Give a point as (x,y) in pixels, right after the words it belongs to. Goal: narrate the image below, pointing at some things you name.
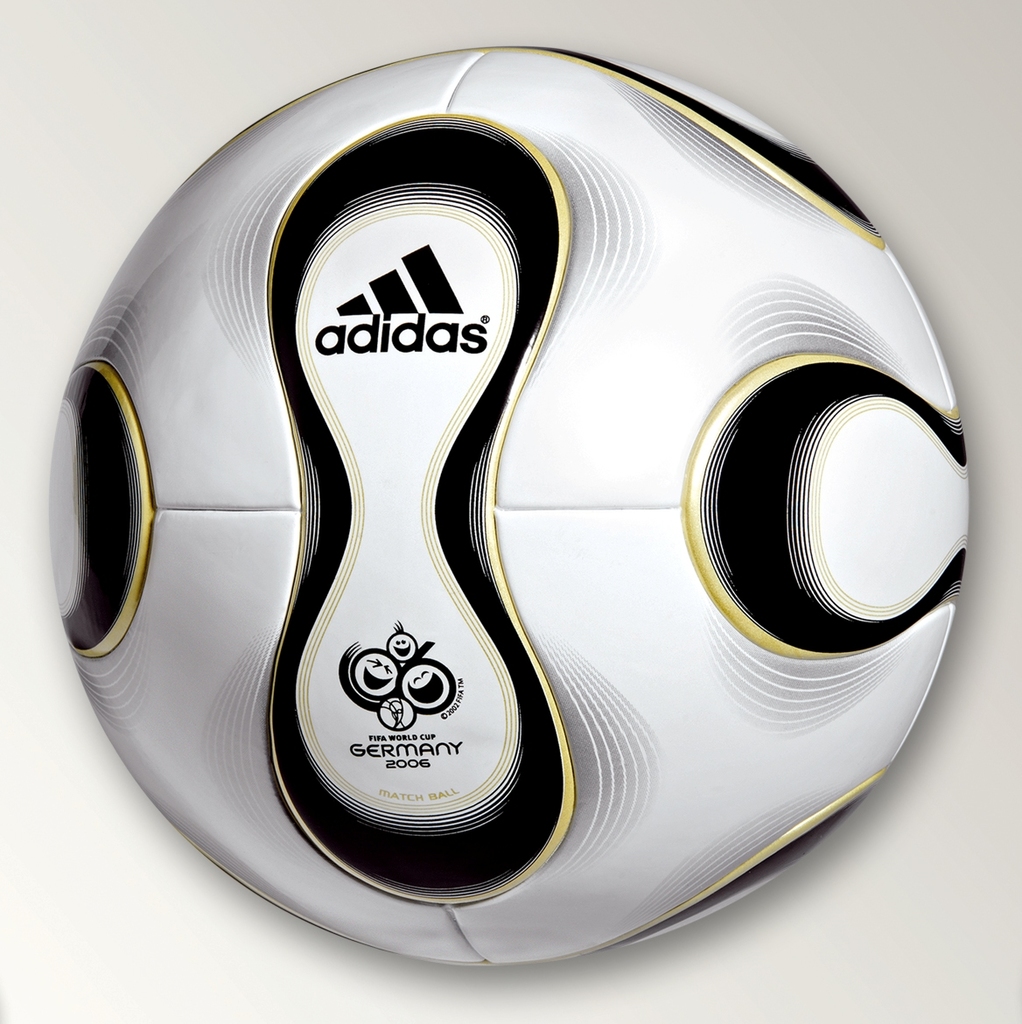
In this image I can see a white color ball (749,282) and background (913,32) is in white.
